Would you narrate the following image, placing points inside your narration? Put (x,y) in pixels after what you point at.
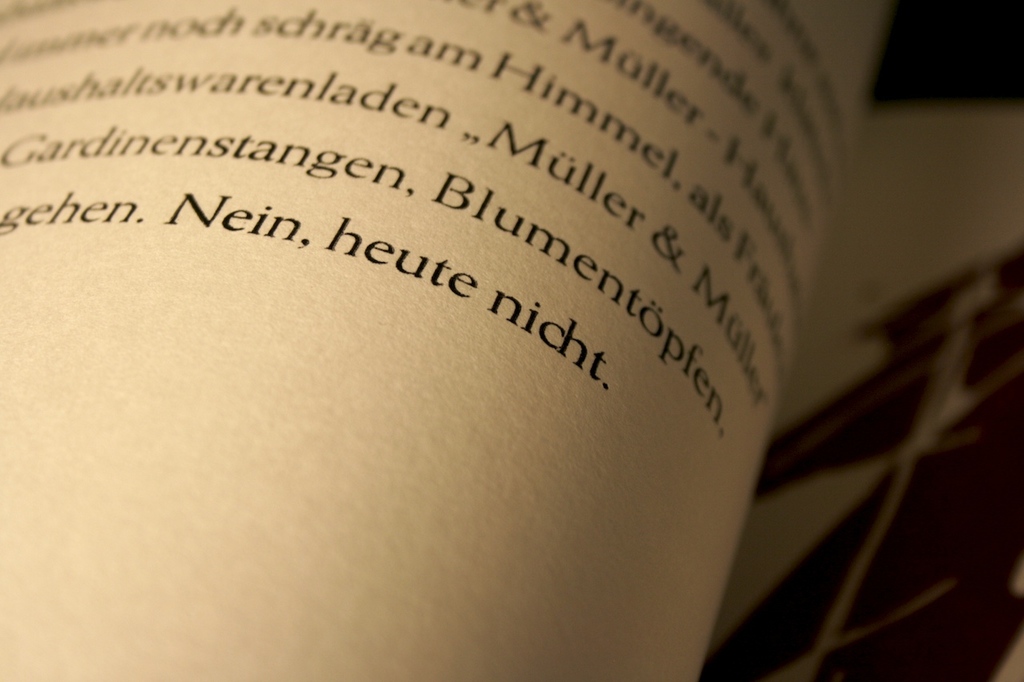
In this image there is a paper (505,316) having some text (503,222). Background (886,671) is blurry.
